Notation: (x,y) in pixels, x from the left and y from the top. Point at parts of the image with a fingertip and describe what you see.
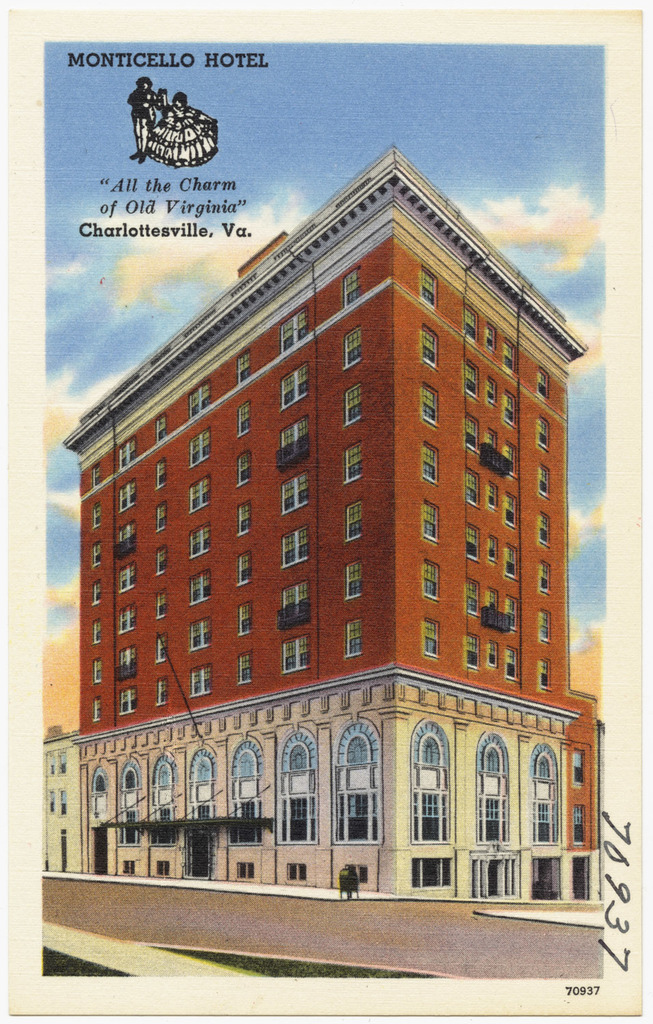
In this image we can see the picture (262,785) of buildings (258,660) and sky (471,194) with clouds (154,250) on the paper (200,691).
